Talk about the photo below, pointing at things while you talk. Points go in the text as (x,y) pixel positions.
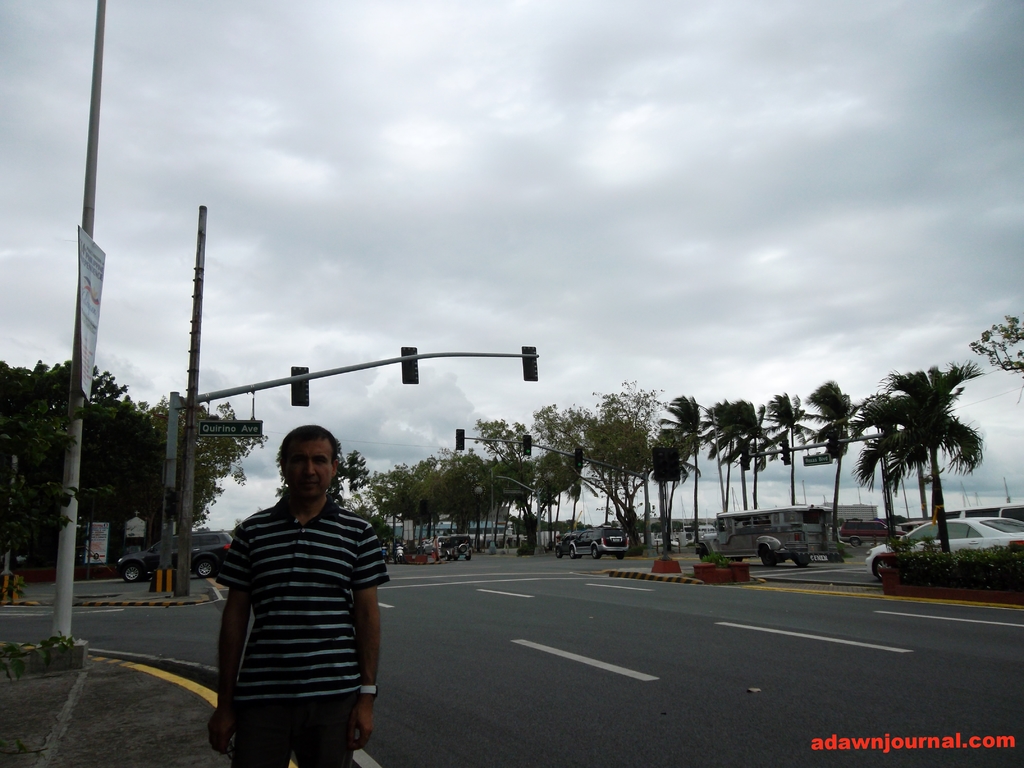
In this picture we can see a man (339,652) standing in the front (307,643) and giving a pose to the camera. Behind there is a signal pole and some cars (706,541) moving on the road (852,557). In the background (612,406) we can see some trees (468,471).
